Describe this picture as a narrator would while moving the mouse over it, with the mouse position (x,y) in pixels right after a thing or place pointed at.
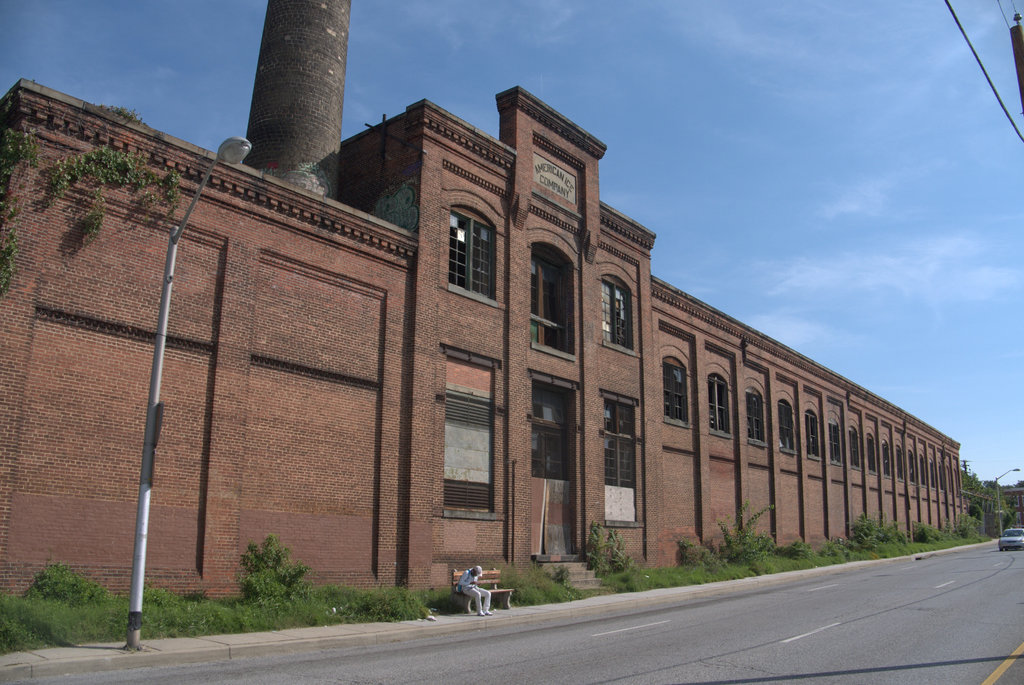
This picture is clicked outside the city. At the bottom of the picture (772,632), we see the road (849,649). In the middle of the picture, we see a person (479,578) in the white shirt (461,580) is sitting on the bench (465,607). Beside that, we see grass (325,609) and shrubs (383,616). In front of the picture, we see a light pole (135,644). On the right side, we see a car (999,539) is moving on the road (982,549) and beside that, we see a light pole (998,488). In the background (494,347), we see a building (430,407) in brown color. It has doors (568,414) and windows (608,441). Beside the bench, we see a staircase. At the top of the picture (866,109), we see the sky (701,145).
